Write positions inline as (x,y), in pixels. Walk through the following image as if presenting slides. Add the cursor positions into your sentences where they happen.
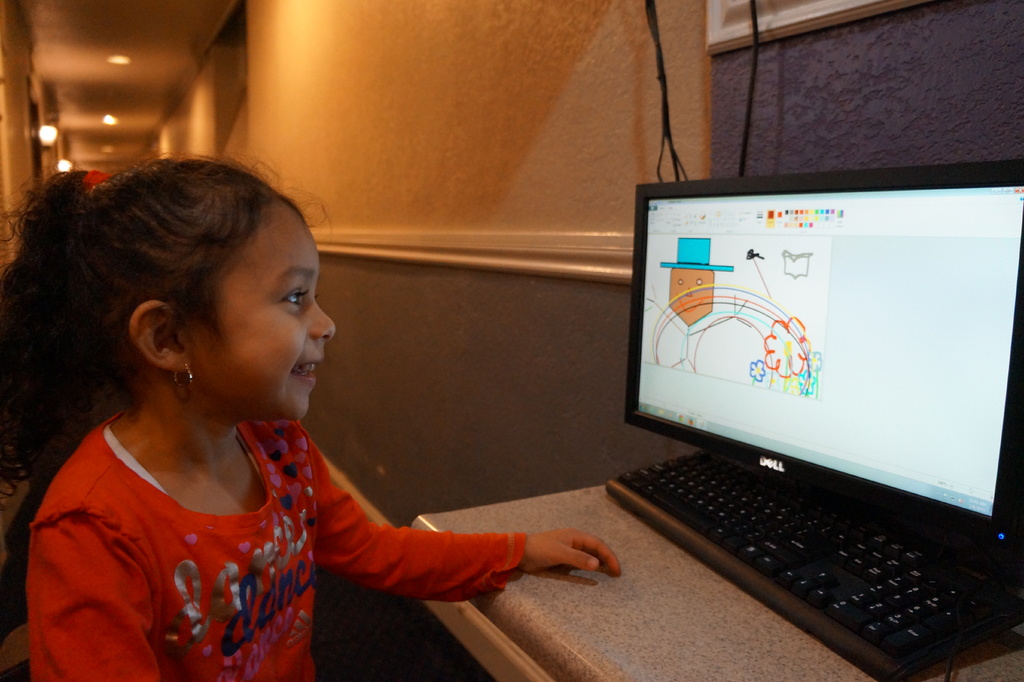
This is the girl (250,564) sitting and smiling. She wore a red color T-shirt (270,568). This is the table (692,597) with a keyboard (758,507) and monitor (750,403). Here is the wall (916,110). These are the wires (659,41) hanging. In the background (57,126), I can see the lamps (60,170) attached to the wall (10,170).
